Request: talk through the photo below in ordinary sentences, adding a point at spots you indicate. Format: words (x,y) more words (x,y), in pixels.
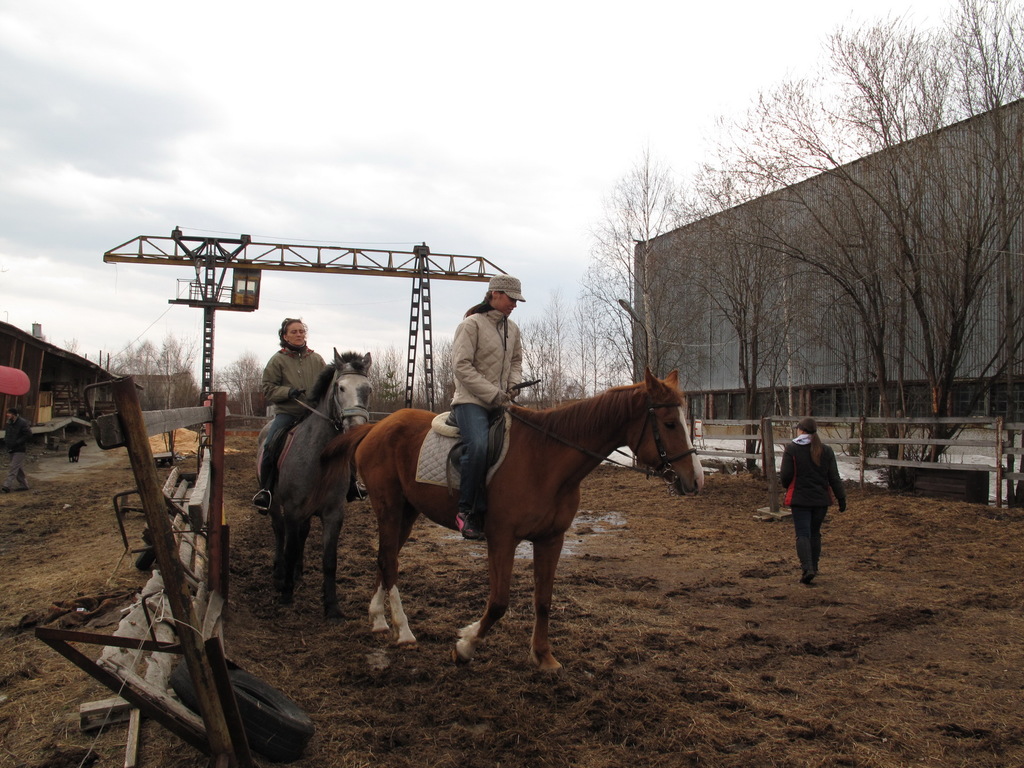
In this image I can see four people (474,406). I can see the horses (489,531) on the ground (511,664). On the left (181,569) and right side (722,433), I can see the railing (175,521), trees (581,376) and the buildings (708,312). In the background (291,292), I can see a metal pillar (272,262) and clouds (408,161) in the sky (454,74).
